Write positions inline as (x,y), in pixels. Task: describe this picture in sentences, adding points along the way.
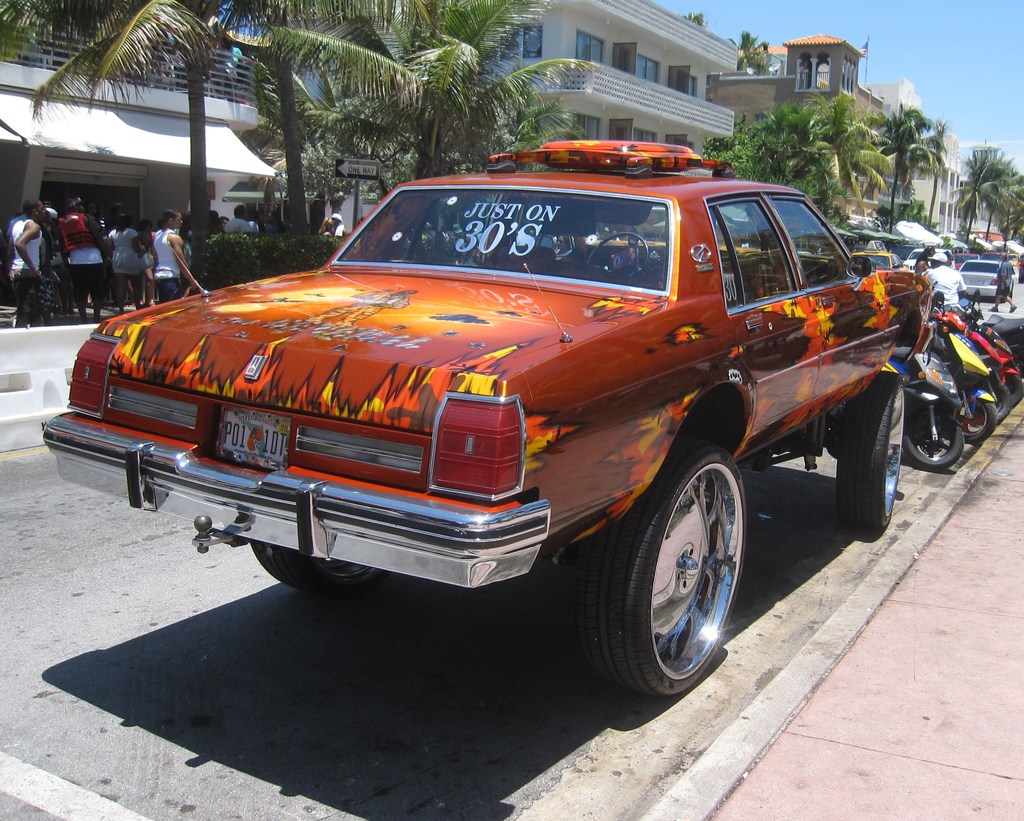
In this picture I can see the cars (675,486), bikes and other vehicles (928,383) on the road (794,480). On the left (234,225) I can see the group of persons (168,266) who are standing near to the plants (286,242), trees (307,212) and building (132,170). In the background (600,132) I can see many trees (972,188), buildings (709,124) and street light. In the top right corner (920,33) I can see the sky (927,36).
